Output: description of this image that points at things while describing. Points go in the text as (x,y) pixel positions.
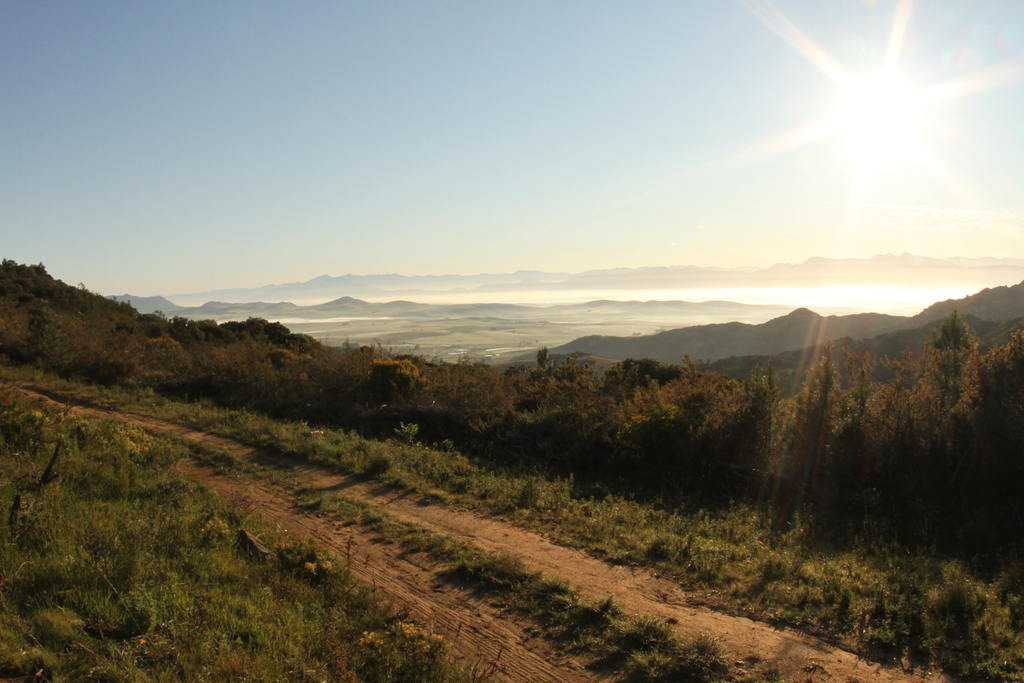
In this picture we can see trees (494,432) and plants (510,497) at the bottom (185,636), there is the Sun (844,85) and the sky (841,92) at the top of the picture (703,86).
